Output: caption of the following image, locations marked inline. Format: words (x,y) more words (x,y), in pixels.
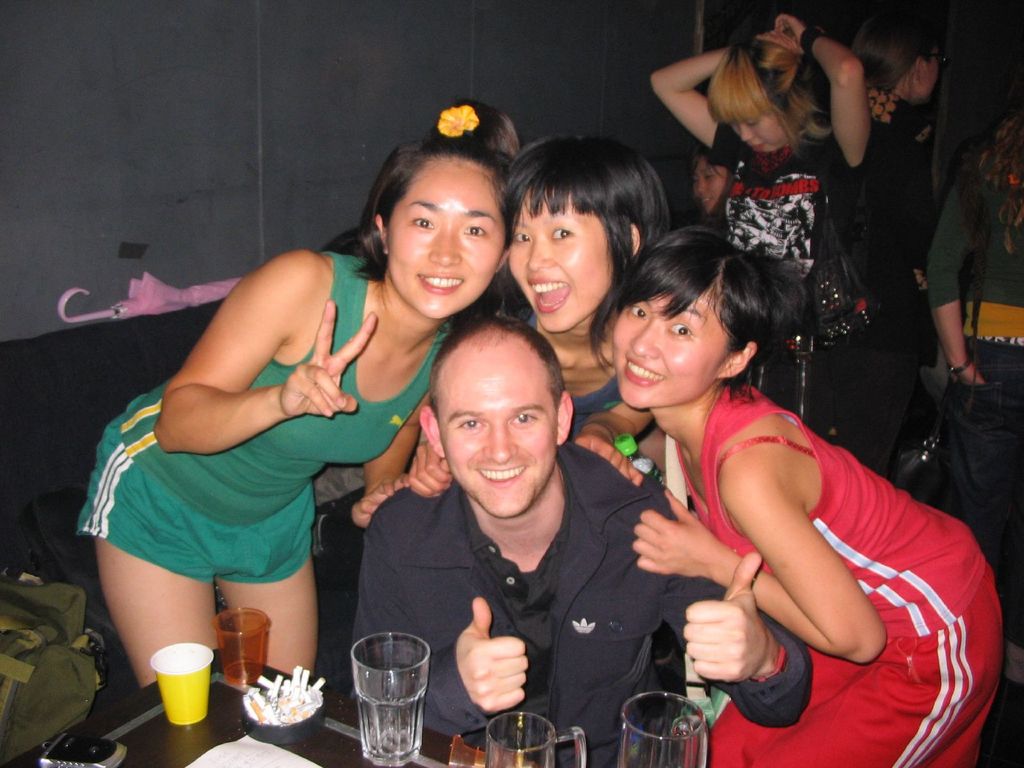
In this image we can see a group of people (600,344), in front of them, we can see a table (219,703), on the table (348,707), we can see some glasses (376,699), ash tray (267,725) and some other objects (226,675), also we can see a pink color umbrella (200,300) and the wall (329,173).
